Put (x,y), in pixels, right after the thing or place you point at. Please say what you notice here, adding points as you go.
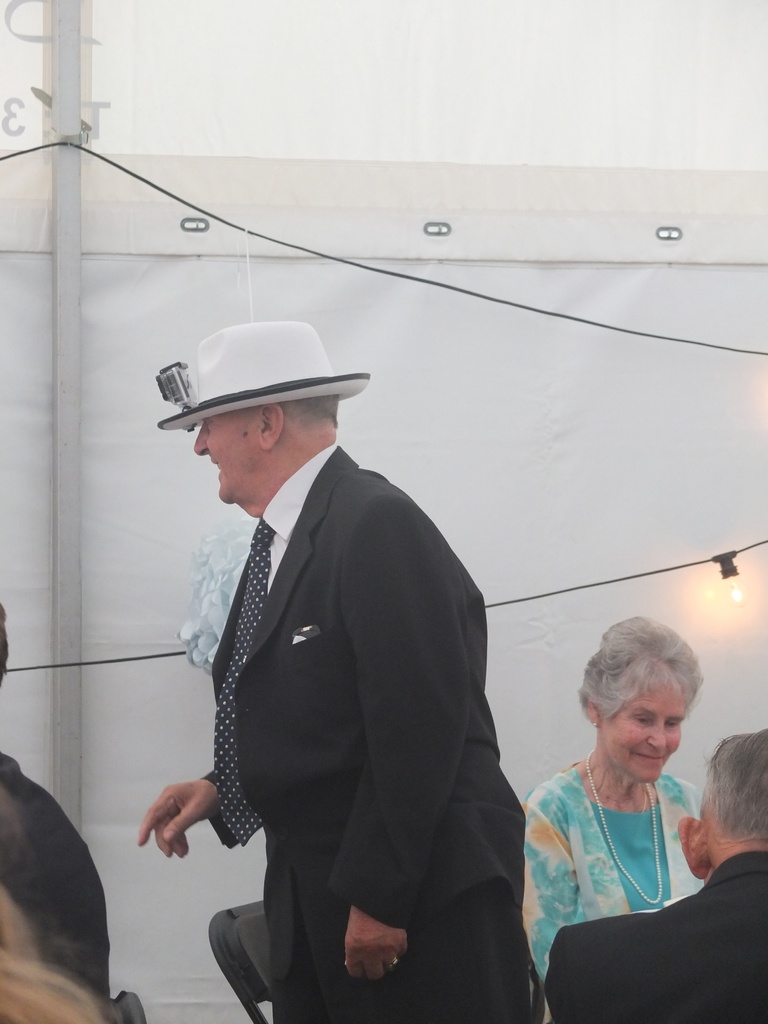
In this image we can see people (278,536), light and in the background (512,288), we can see the white curtain (205,333).
